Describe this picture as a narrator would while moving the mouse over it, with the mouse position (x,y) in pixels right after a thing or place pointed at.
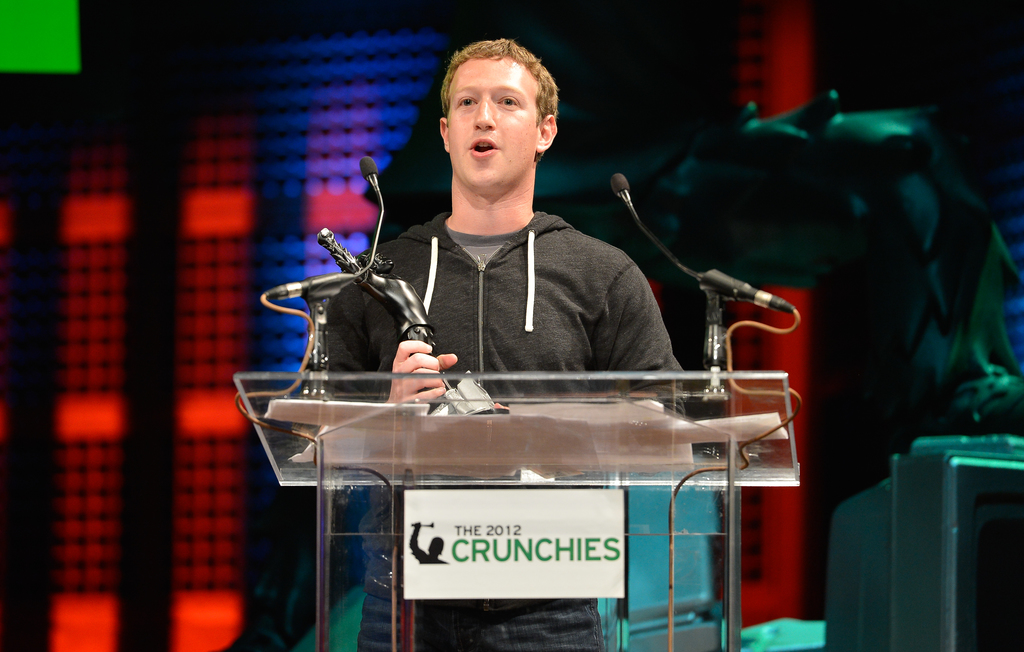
In the image I can see there is a person (497,317) holding award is standing in-front of stand (372,524) where we can see there are some microphones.
